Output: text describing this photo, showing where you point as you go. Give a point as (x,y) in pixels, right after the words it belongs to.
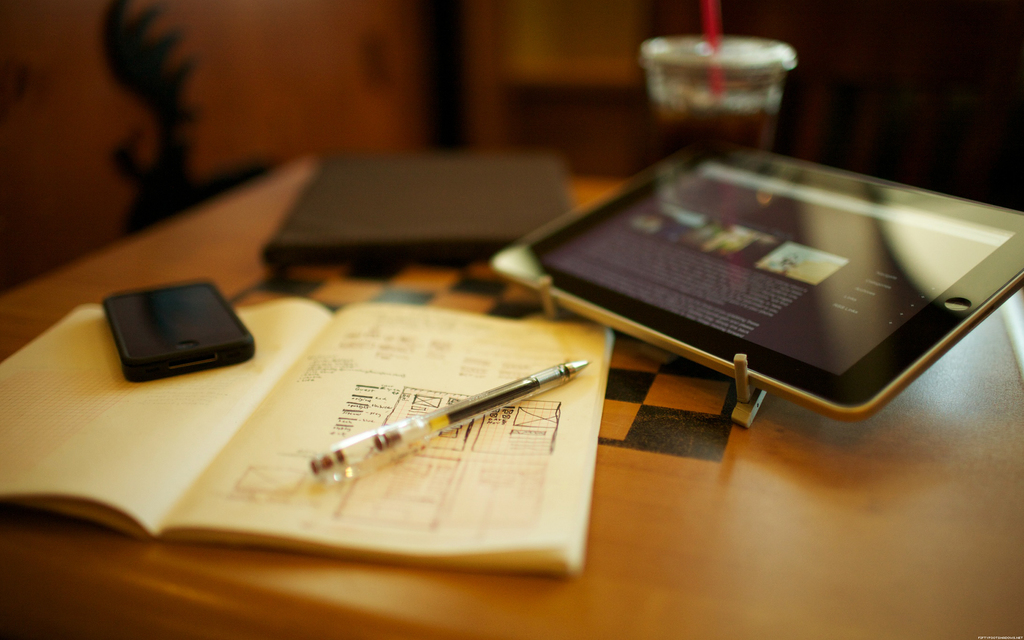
In the image we can see there is a table (847,465) on which there is ipad (772,303), book (555,440), pen (350,445) and mobile phone (177,350).
